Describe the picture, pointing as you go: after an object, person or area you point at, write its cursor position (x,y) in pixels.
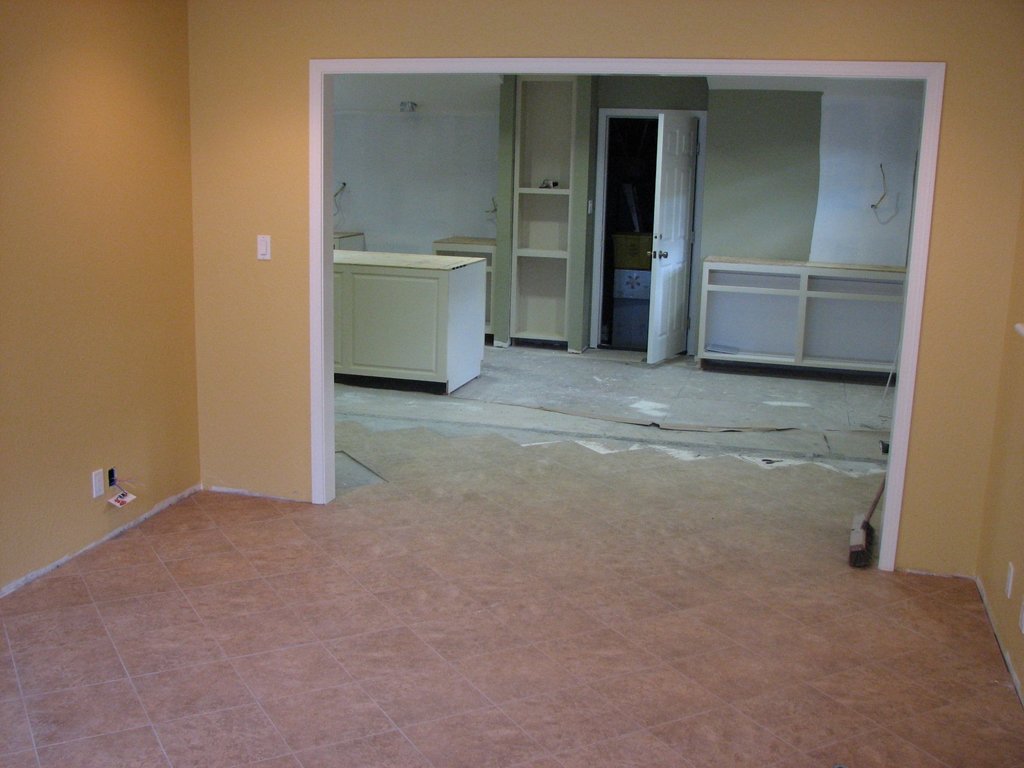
In this image, I can see two rooms (510,412). There are shelves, cupboard (469,306), door (664,303), cardboard boxes (636,283) and the walls (479,224).
